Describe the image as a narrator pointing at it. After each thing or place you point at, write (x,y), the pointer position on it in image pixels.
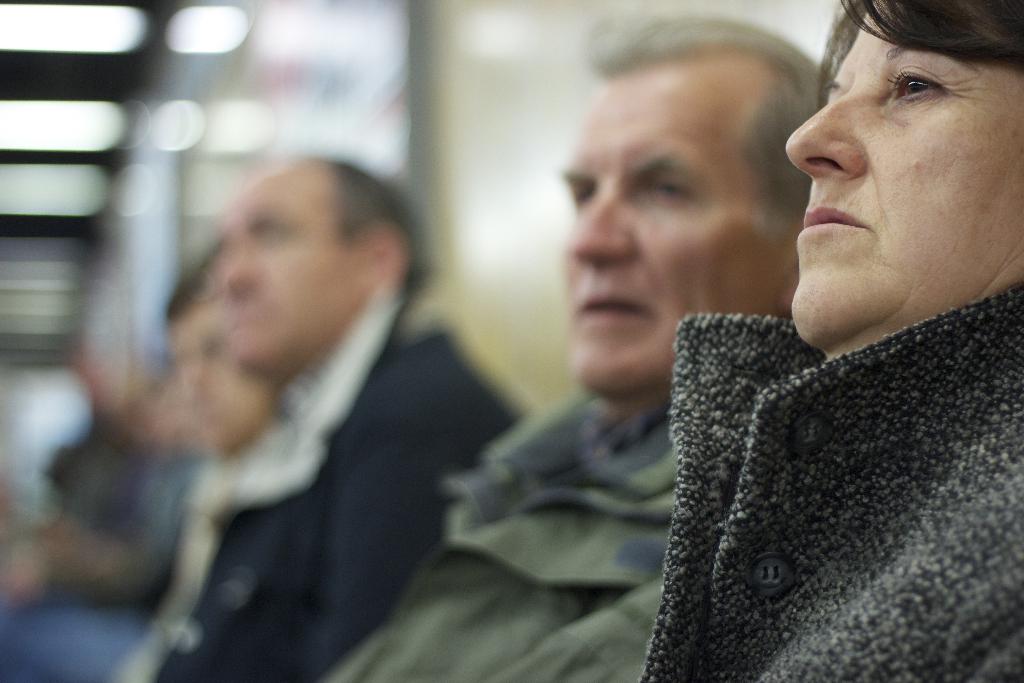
In this image we can see people (349,362) sitting. The background of the image (63,139) is blur.
